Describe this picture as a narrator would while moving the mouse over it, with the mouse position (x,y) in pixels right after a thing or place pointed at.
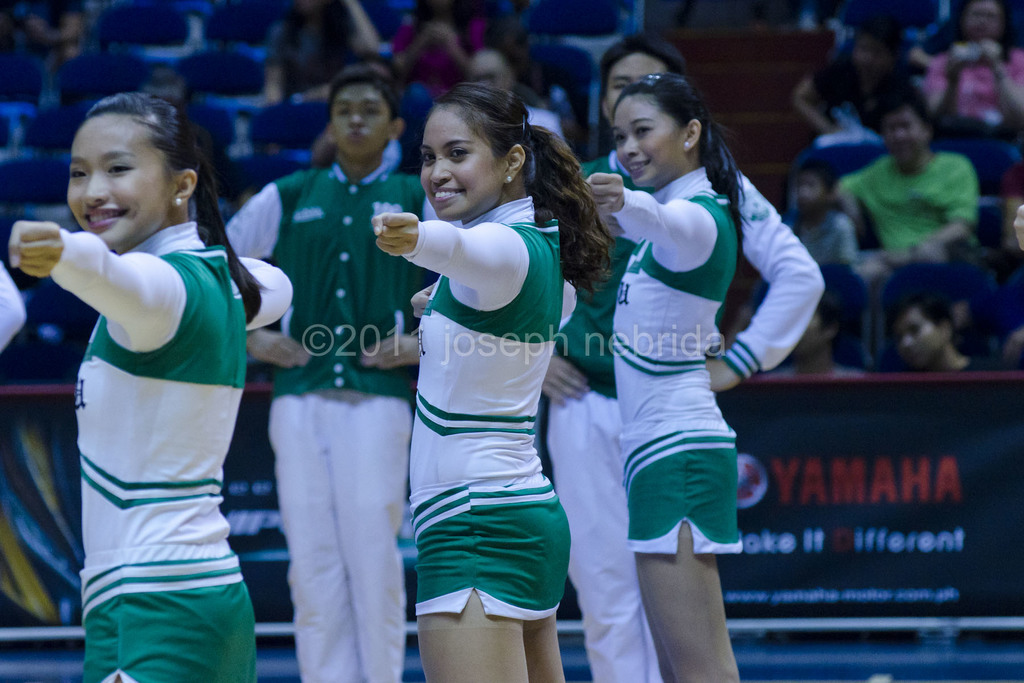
In this image there are three persons (702,267) standing and smiling, and in the background (765,236) there are two persons (617,58) standing, group of people (991,252) sitting on the chairs (850,144), board (997,418).
